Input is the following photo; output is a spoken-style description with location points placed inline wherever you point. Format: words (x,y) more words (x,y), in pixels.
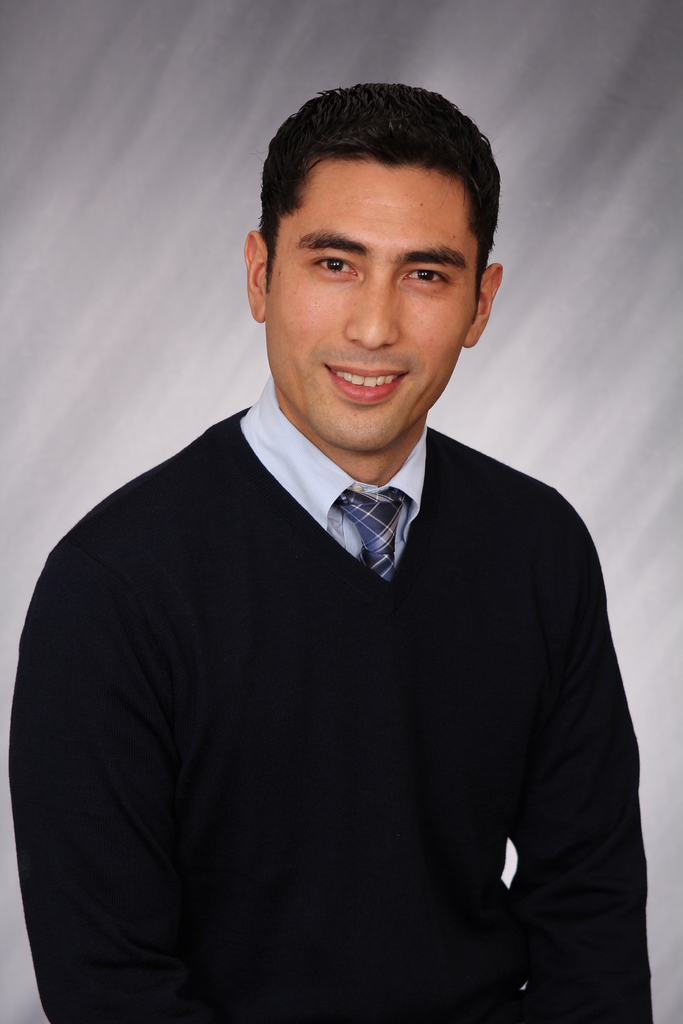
In the foreground of this image (343,716), there is man (375,805) in black colored dress (375,815) and in blue tie (384,530) and having smile (375,374) on his face (375,386). There is a white background (119,268).
